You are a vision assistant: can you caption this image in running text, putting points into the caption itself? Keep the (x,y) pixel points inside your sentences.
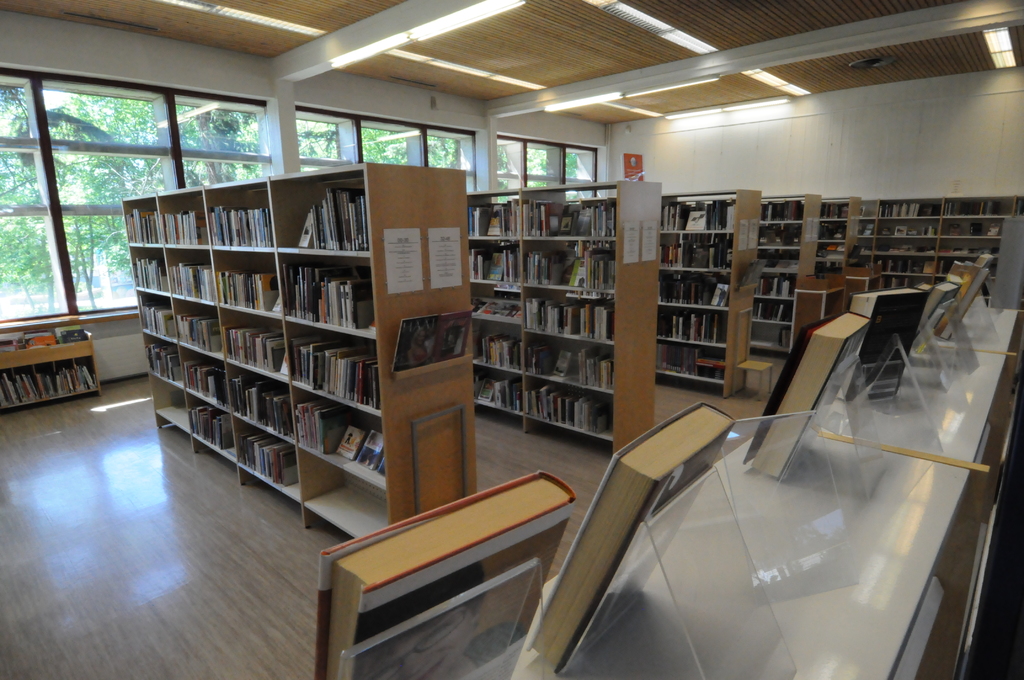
In this picture I can see few books (457,316) in the bookshelves (618,274) and I can see few papers (626,248) pasted to the shelves (471,250) with some text (452,245) on the papers (458,269) and I can see few books (914,300) on the table (940,448) and I can see few books (48,340) in another shelf (61,346) and I can see lights (706,110) on the ceiling (23,13) and I can see trees (66,160) from the window glasses (185,169).
